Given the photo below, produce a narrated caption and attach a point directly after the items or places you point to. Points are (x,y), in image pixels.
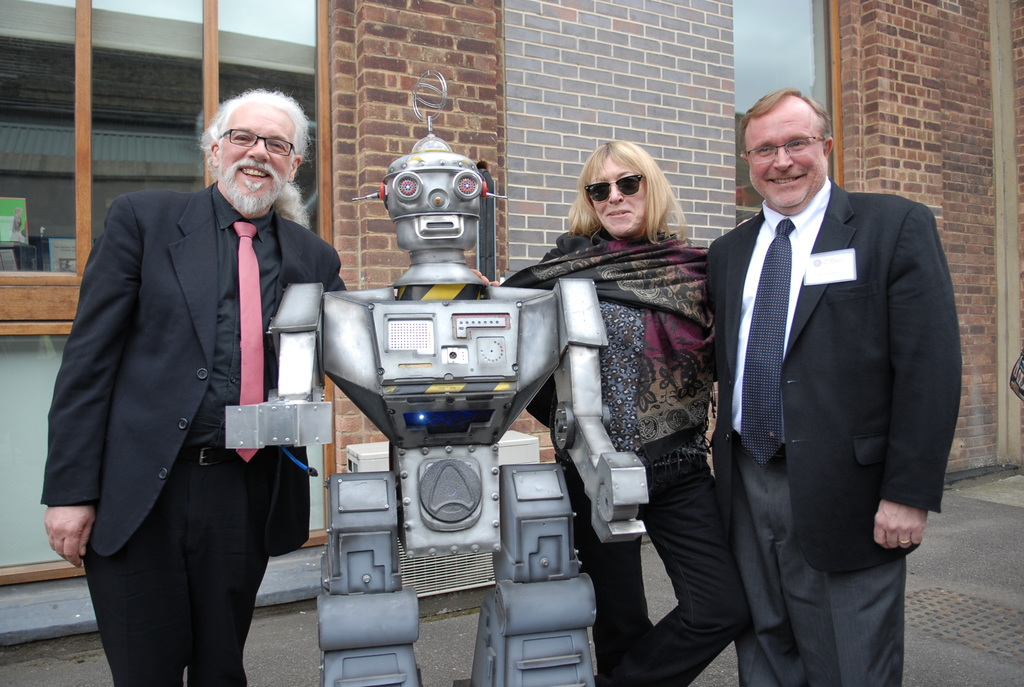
In this picture I can see few people (756,379) standing and I can see a robot (410,413) and a building (501,124) on the back (698,68) and I can see smile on their faces (235,188).
